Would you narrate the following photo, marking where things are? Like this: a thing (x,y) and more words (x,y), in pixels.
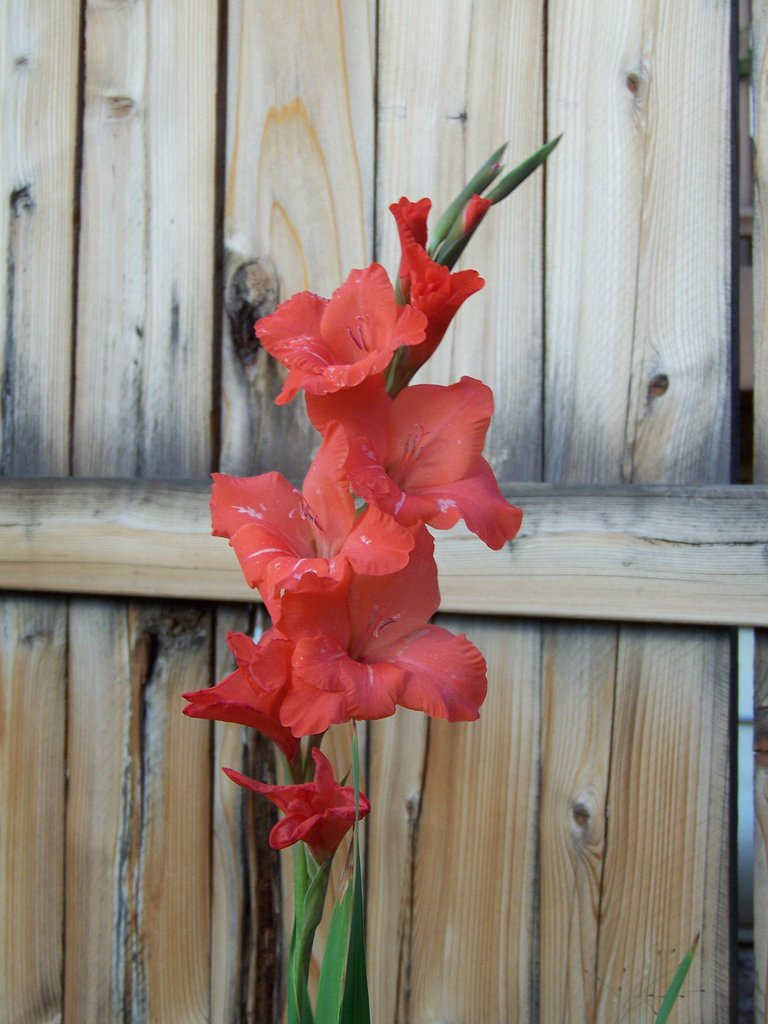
This looks like a plant (298,964) with a flowers (391,511), leaves (342,906) and buds (465,219). These flowers (343,515) are red in color. In the background (72,766), that looks like a wooden fence (605,490).
